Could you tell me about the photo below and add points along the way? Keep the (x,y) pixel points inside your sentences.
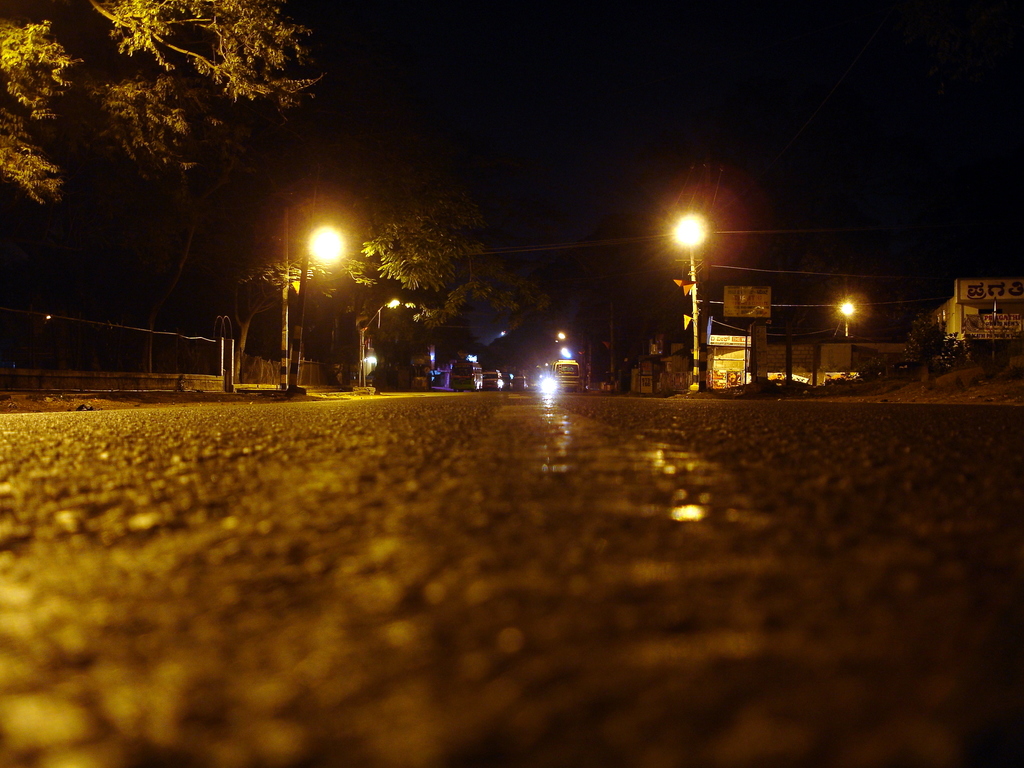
In the center of the image (595,309) we can see a building (966,284), trees (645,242), lights (572,355), poles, vehicles (575,375), road (516,467) and a few other objects (222,332).
